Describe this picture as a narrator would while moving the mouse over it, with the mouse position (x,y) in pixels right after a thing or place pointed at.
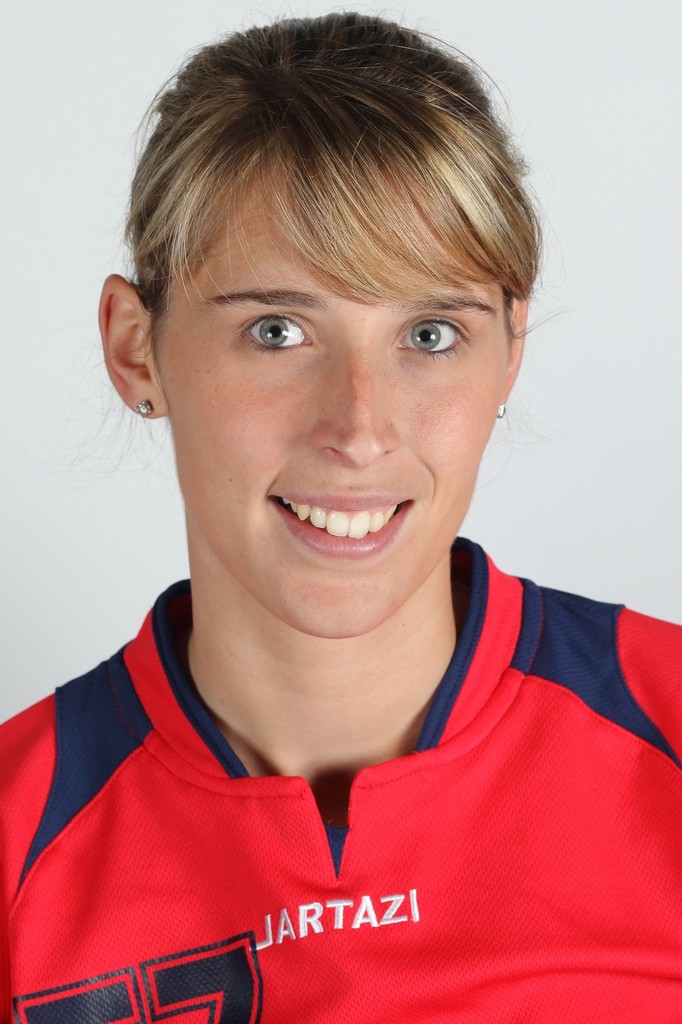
In this image I see woman (413,692) who is wearing red and blue t-shirt (135,945) and I see a word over here and I see that this woman (259,460) is smiling and it is white in the background (593,301).
